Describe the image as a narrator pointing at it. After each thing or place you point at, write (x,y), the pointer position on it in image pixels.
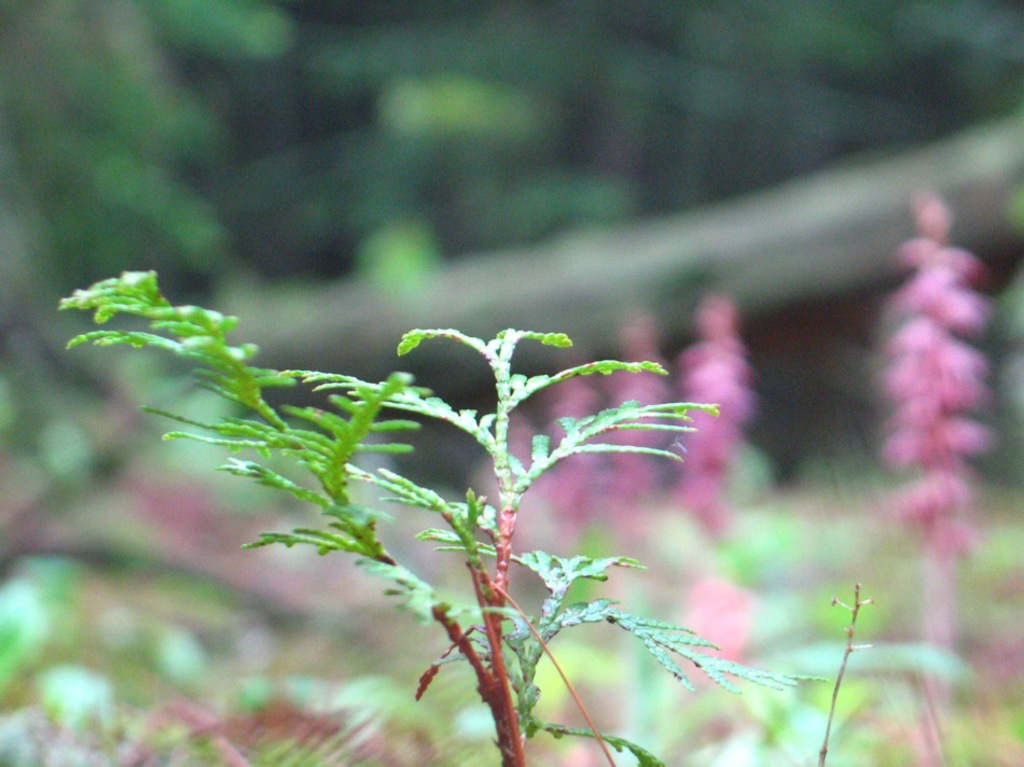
At the bottom of this image (495,676), there is a plant (444,658) having green color leaves (376,479). In the background (599,461), there are plants (932,426) having pink color flowers (934,343). And the background (948,356) is blurred.
